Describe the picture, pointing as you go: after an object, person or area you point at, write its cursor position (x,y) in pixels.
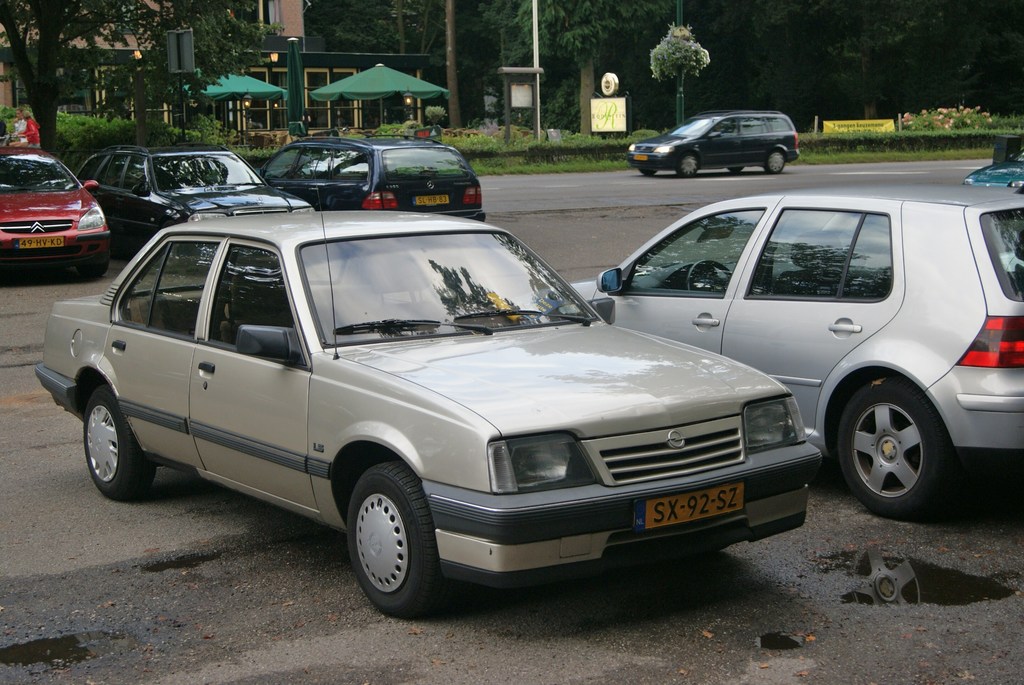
In the picture there is a road (805,656), there are vehicles (952,483) present, there are trees (414,19), there are umbrellas (294,55) present, there is a building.
